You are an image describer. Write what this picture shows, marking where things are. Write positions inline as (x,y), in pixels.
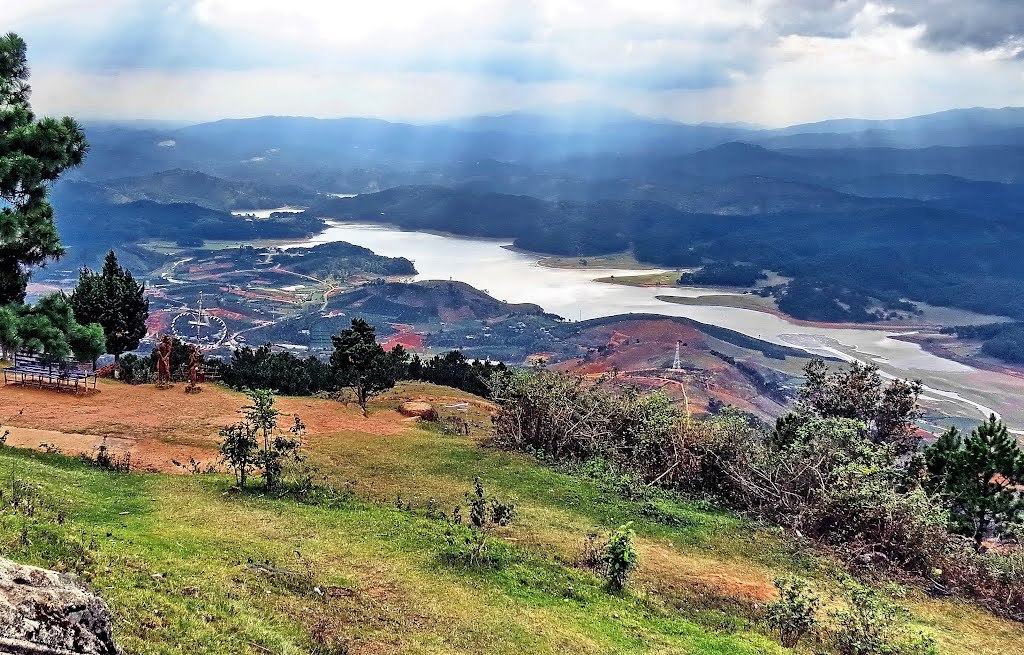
There are green color trees (48,320) in the down side of an image. In the middle (451,251) a river (507,283) is flowing at the top (325,116) it's a cloudy sky (487,63).
